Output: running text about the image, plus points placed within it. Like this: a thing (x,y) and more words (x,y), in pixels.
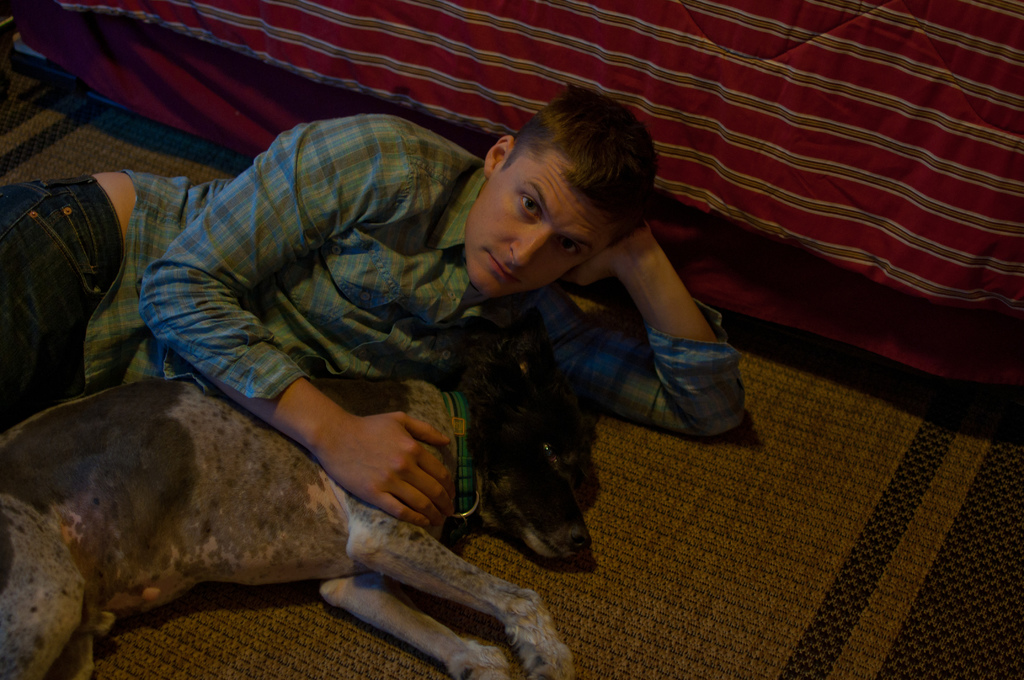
a person (371,338) and a dog (238,443) is laying on the floor (491,565). behind them there is a bed (814,192).
